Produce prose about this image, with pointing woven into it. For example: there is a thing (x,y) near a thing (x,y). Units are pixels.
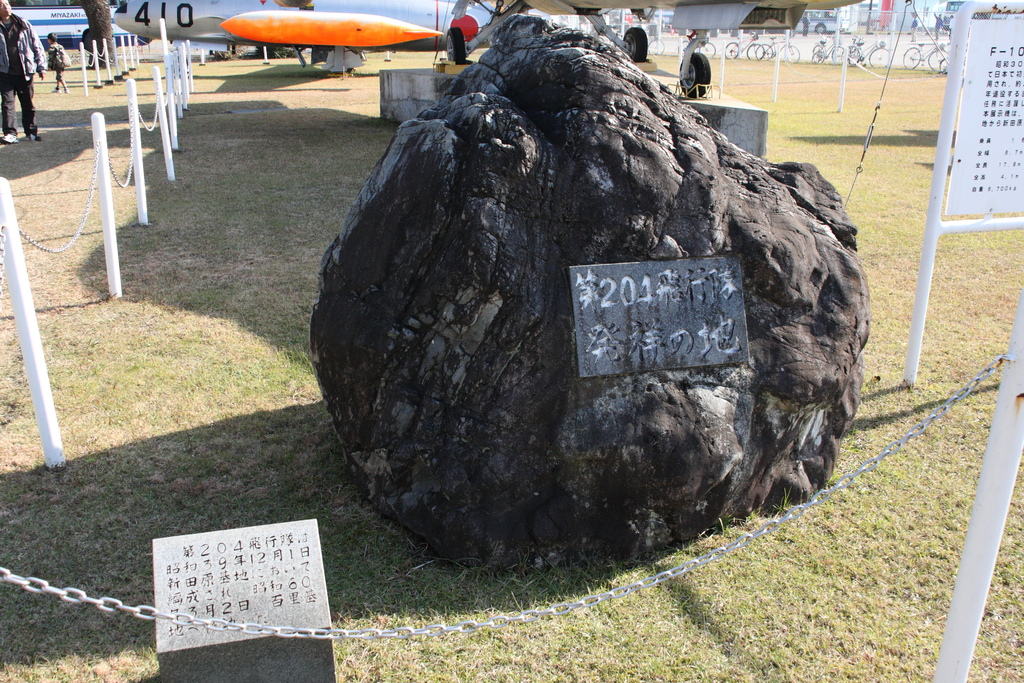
In the center of the image (574,394) there is a rock (593,392). On the right (991,62) there is a board (974,200). At the bottom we can see a fence (31,361). In the background (119,19) there are people (35,131), aeroplanes (642,31) and bicycles (872,55).
